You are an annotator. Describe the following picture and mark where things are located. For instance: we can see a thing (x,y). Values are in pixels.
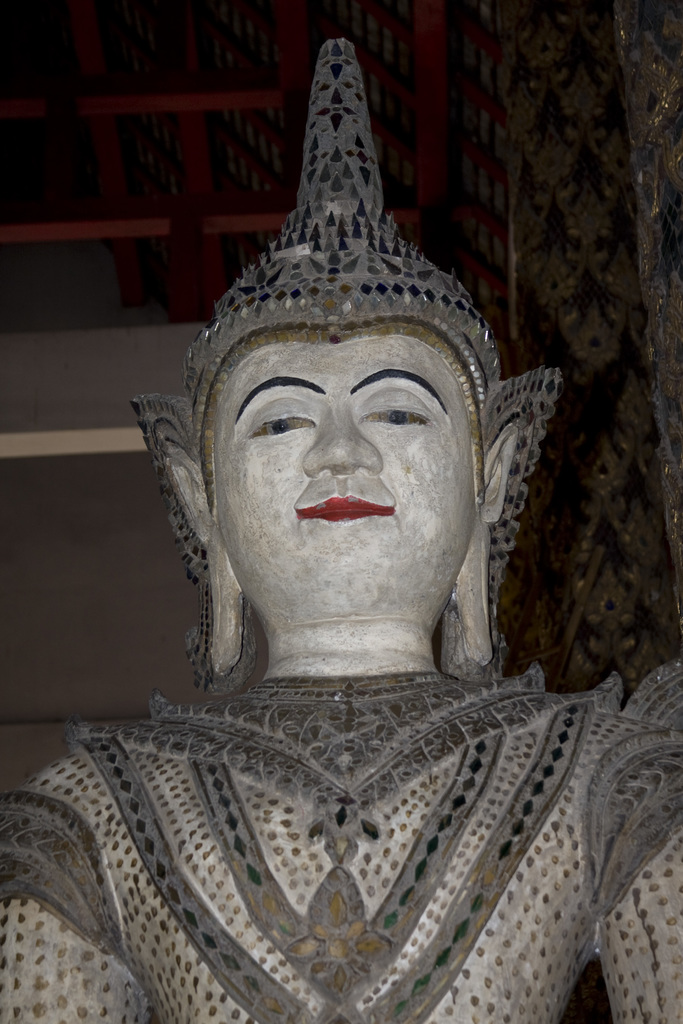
In the picture we can see a Buddha statue (305,890) with a crown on it and in the background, we can see to the ceiling (121,250) with red color sticks (205,261).
